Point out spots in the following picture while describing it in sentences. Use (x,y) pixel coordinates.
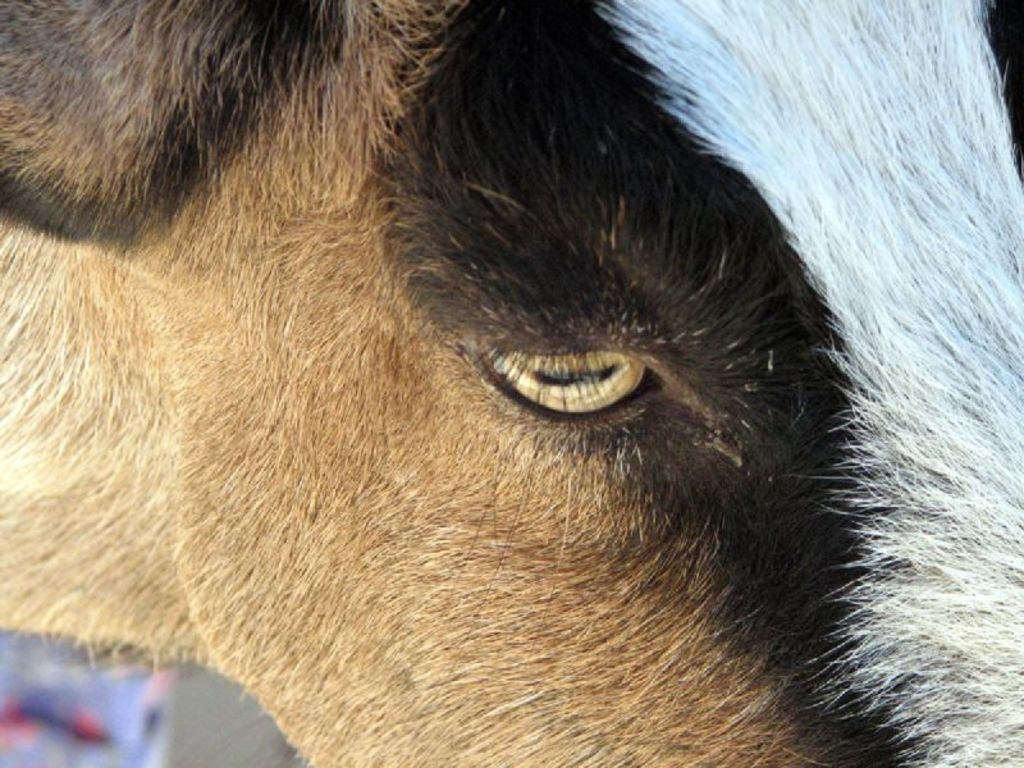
In the center of the image (563,406), there is an animal (425,469).
